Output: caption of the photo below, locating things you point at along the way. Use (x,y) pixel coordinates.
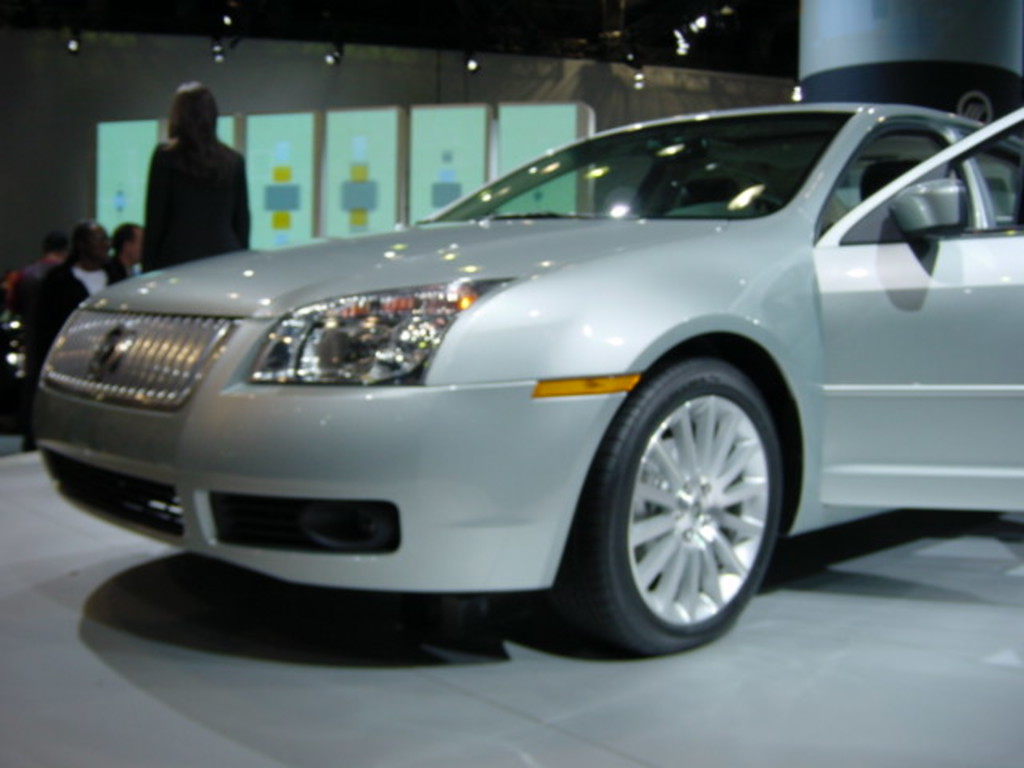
In this picture we can see a car (372,371), in the background (158,246) we can find group of people (100,271), few are seated and a woman (175,163) is standing, and also we can see few lights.
